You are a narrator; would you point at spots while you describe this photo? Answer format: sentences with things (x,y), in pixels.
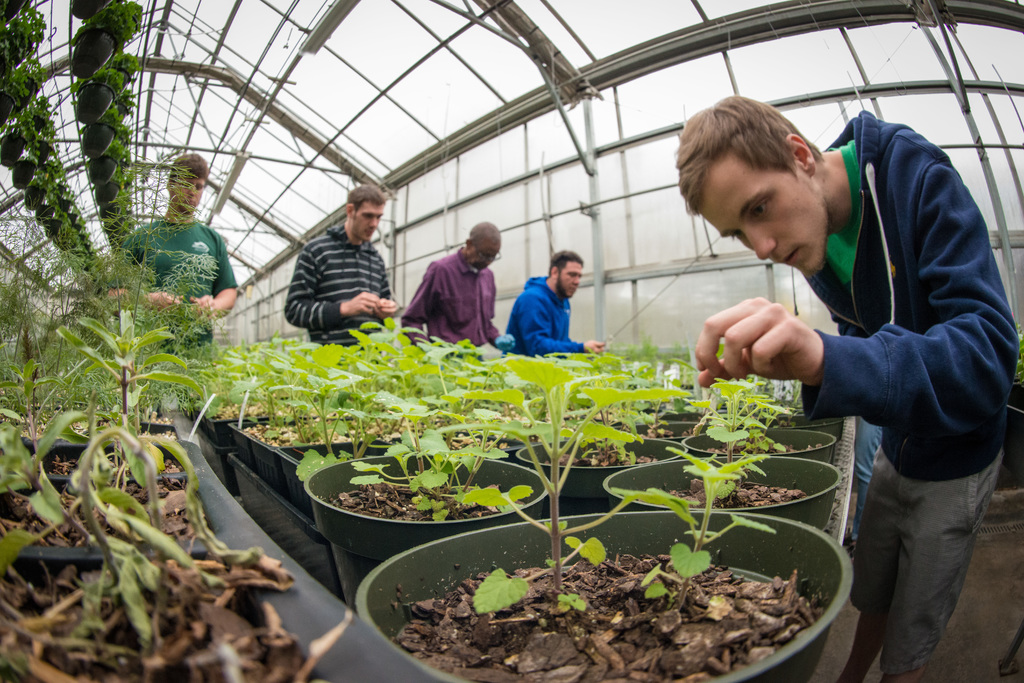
In this picture we can see house plants (116,469), five men (569,261) standing and in the background (506,171) we can see rods (451,145), shed (289,59).
